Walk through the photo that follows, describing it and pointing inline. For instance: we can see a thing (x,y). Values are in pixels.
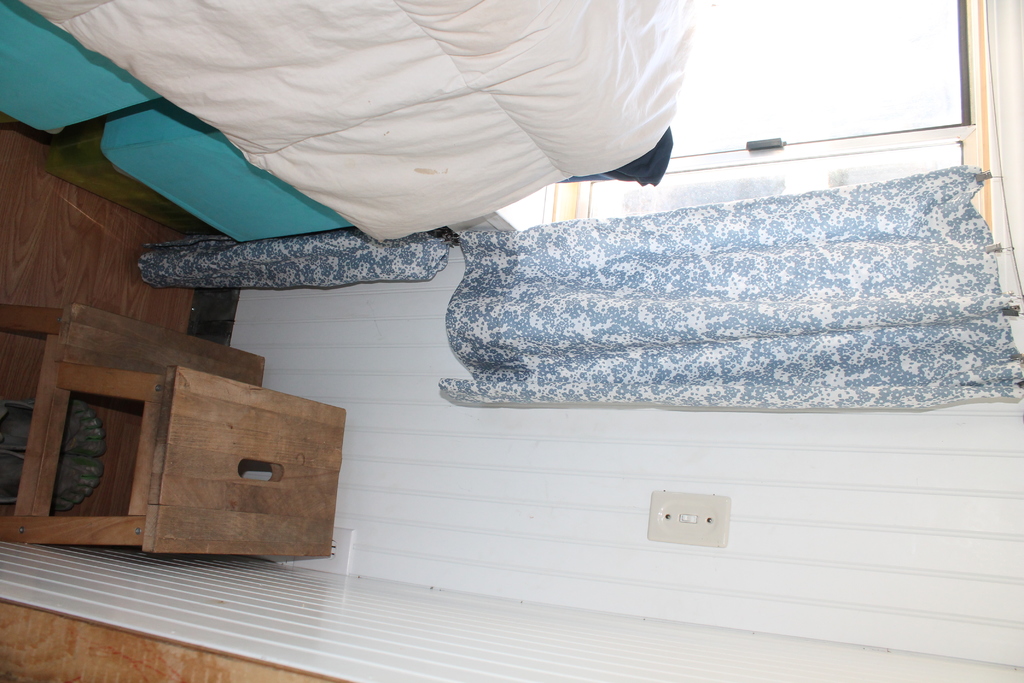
On the right side (757,351) there is a curtain (757,345) and a wall (521,420). On the wall (568,463) there is a switch (669,526). On the left side (131,410) there is a stool (230,421). Below that there is something in the shape of foots (68,466). At the top (282,104) there is a cloth (390,118).
